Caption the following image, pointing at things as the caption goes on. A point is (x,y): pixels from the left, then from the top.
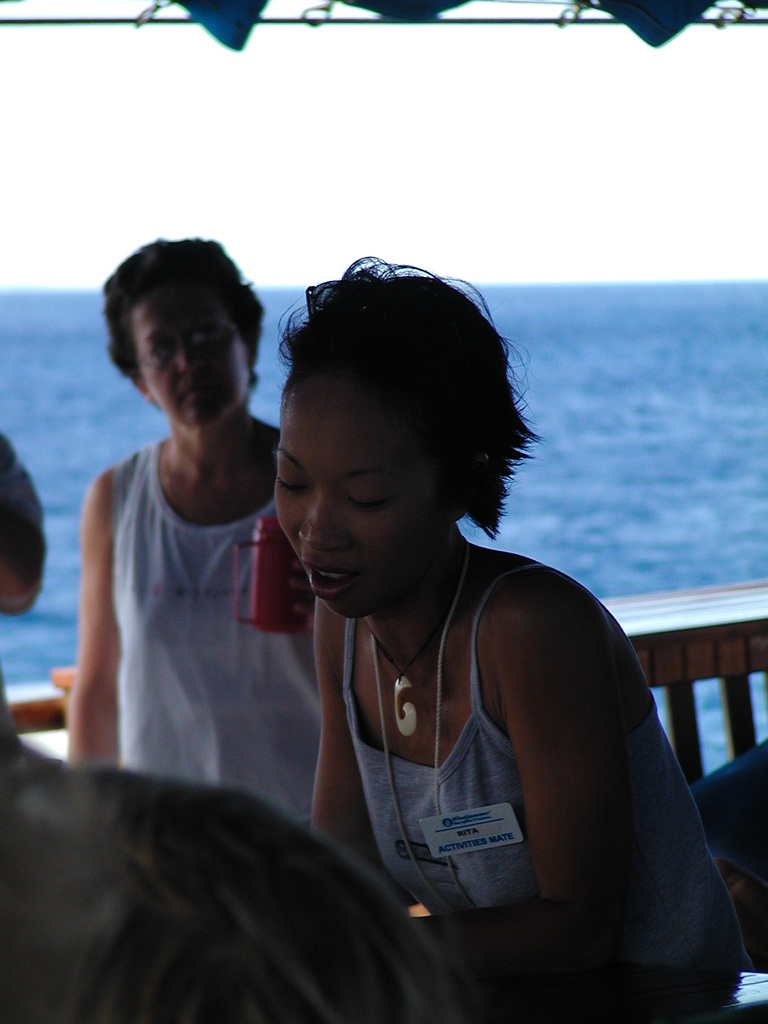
In this image there are two women (321,499). One with the identity card (492,823) and the other with a red mug (262,586). In the background (721,357) there is sea (675,389).
